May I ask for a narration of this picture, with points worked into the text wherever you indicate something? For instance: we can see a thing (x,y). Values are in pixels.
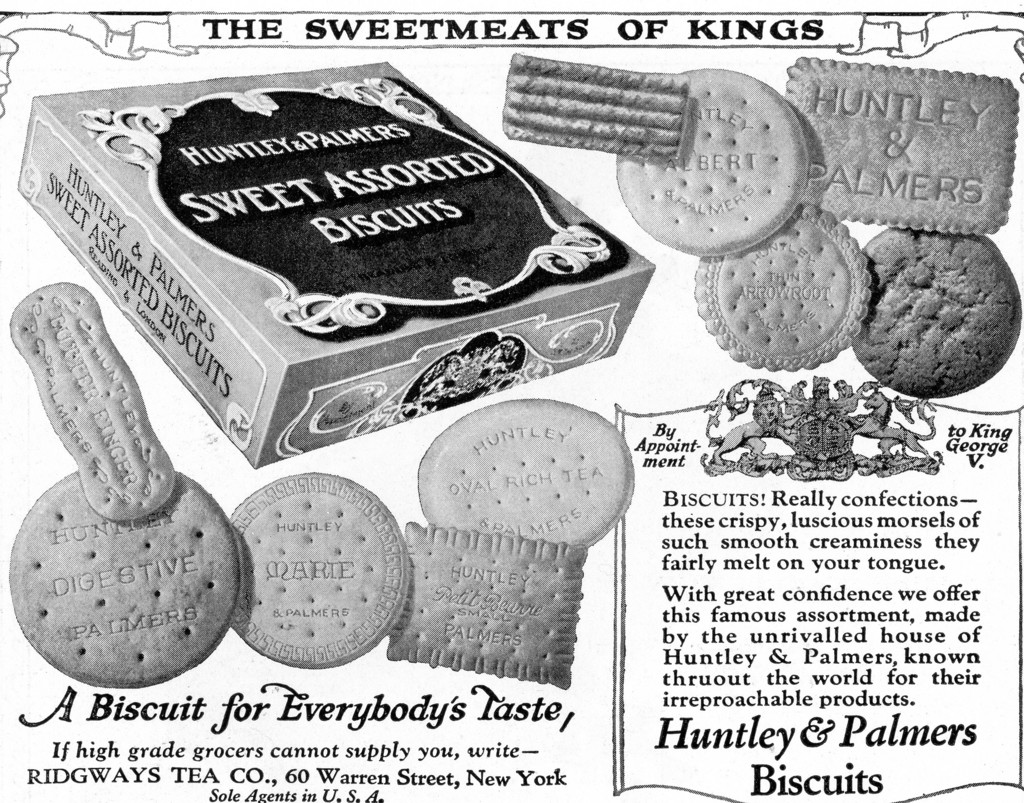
We can see poster (587,446), on this poster (530,477) we can see biscuits (69,380), box (474,395) and text (894,610).
